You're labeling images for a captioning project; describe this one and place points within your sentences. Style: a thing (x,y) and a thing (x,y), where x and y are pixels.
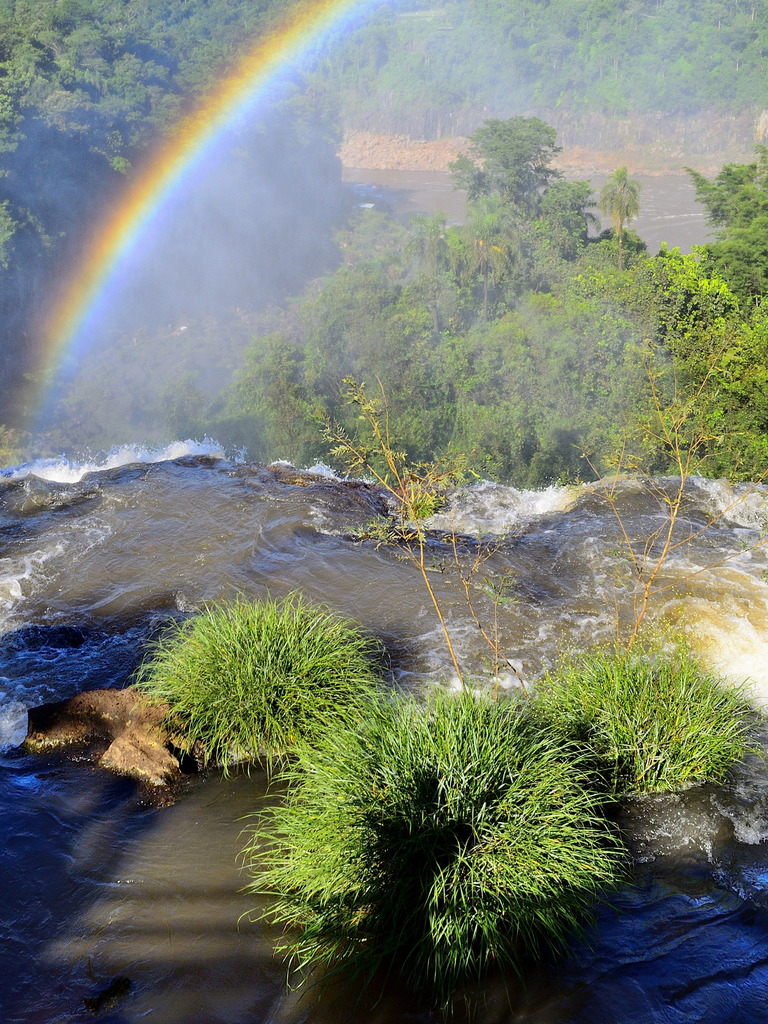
In the foreground of the picture (353,718) there are shrubs (354,701), plant (469,686) and water (153,618). In the center of the picture (372,353) there are trees (633,295), water body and a rainbow (271,45). At the top (35,53) there are trees (35,53).
